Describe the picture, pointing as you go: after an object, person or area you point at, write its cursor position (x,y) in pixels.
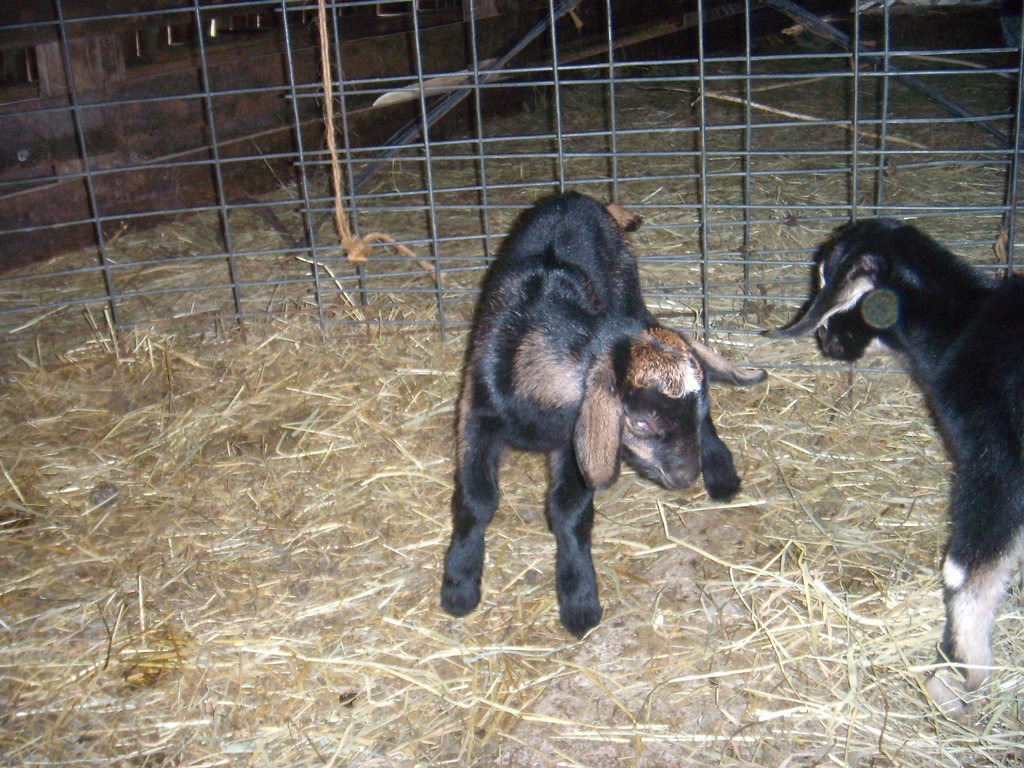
These are two billy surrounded by a metal fence (1001,153) and we can see dry yellow grass (384,547) around.
